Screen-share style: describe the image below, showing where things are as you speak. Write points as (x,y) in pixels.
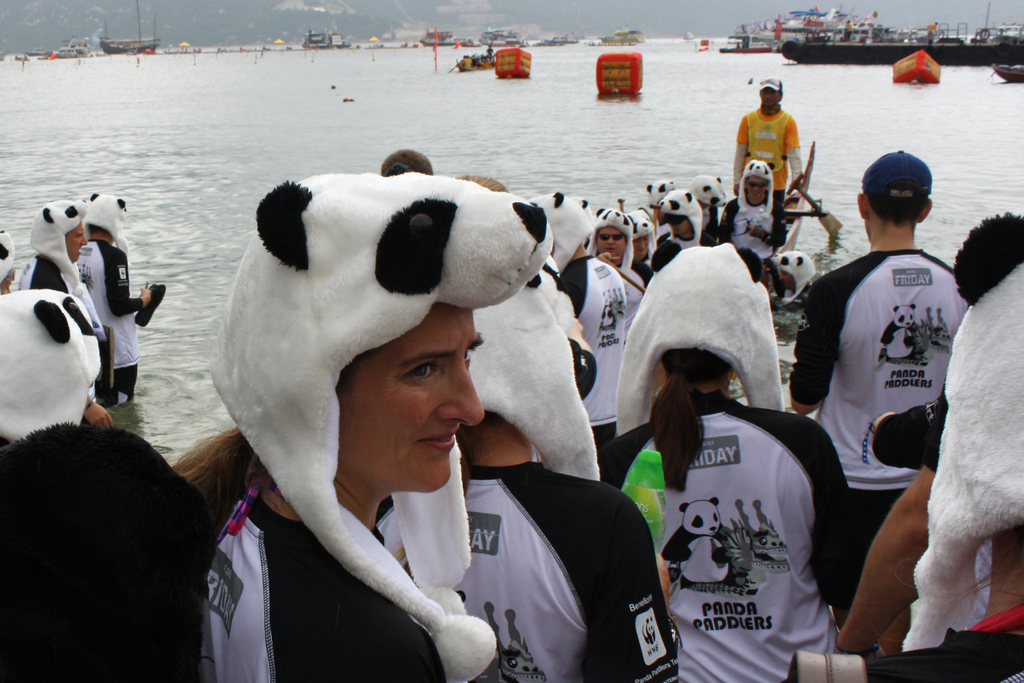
In this picture I can see there are few people (672,437) standing here and they are wearing panda caps (444,492) and t-shirts (758,212) and in the backdrop (588,144) there is water (349,161) and there are few boats (852,49) in water (157,92).
